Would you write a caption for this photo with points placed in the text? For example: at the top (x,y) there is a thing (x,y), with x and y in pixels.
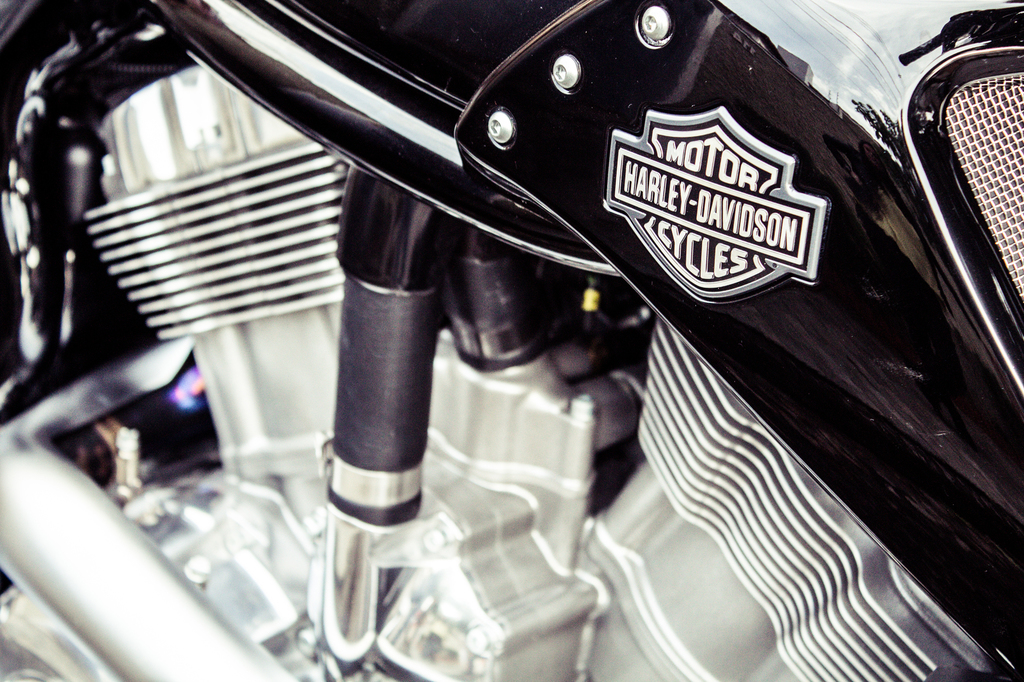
In the picture we can see a part of the motorcycle (825,429) which is black in color and name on it Harley Davidson cycles and under it we can see an engine (656,534) and filters (133,263) which are silver in color.
